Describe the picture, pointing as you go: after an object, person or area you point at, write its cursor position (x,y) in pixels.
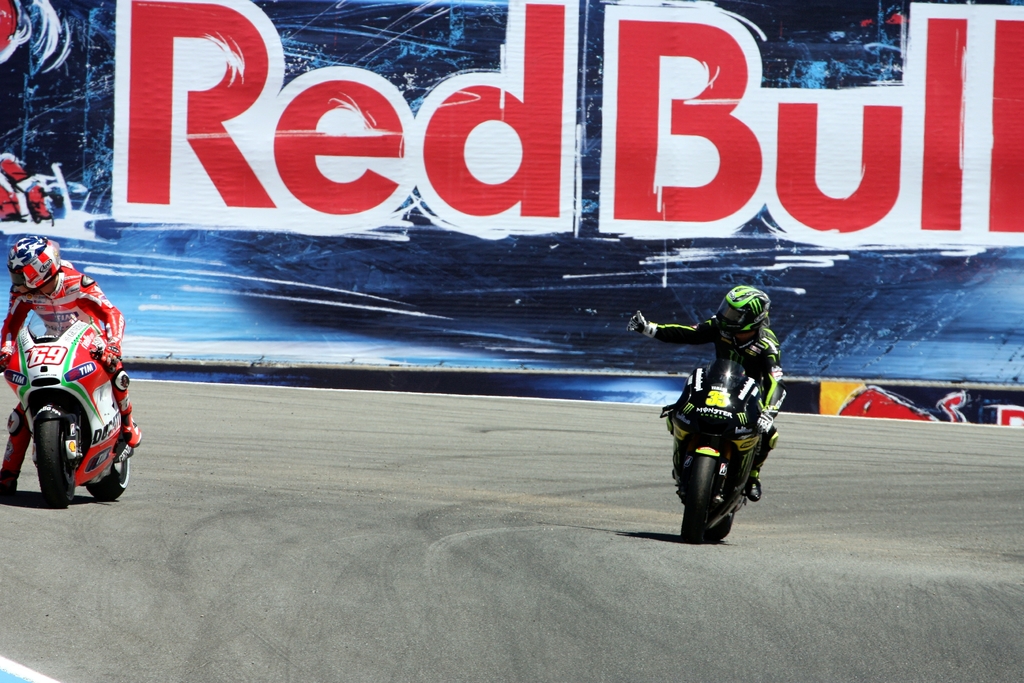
This picture is clicked outside. On the right (765,350) we can see a person (759,362) wearing green color dress (754,343), green color helmet (751,329) and riding a bike (712,486). On the left (83,292) we can see another person (62,289) wearing red color dress (66,295), red color helmet (45,283) and riding red color bike (56,493). In the background (189,166) we can see the text (1013,187) on an object (398,314) seems to be the banner (546,317).
